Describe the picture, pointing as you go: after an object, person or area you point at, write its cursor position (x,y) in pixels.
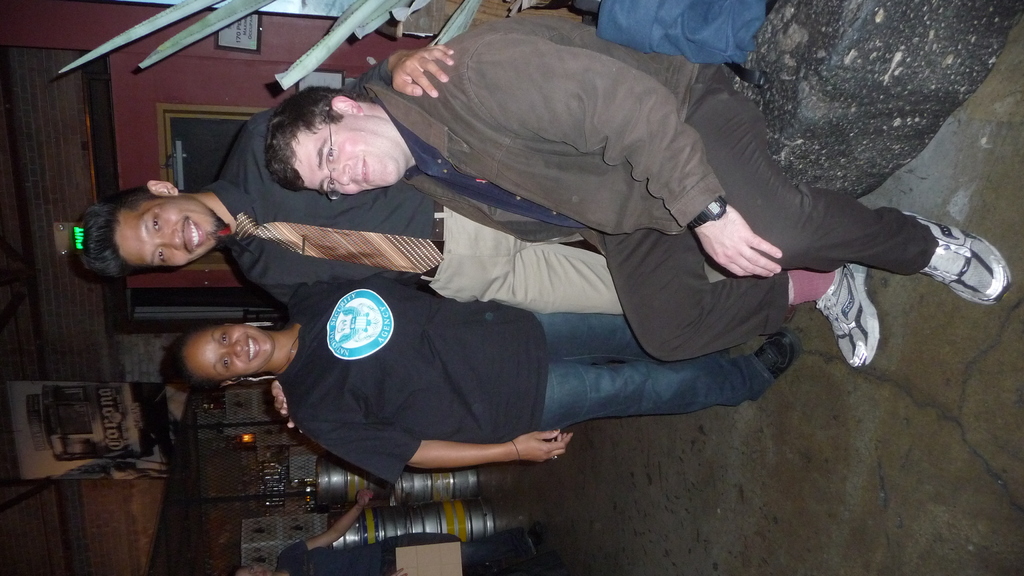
This image consists of persons (518,382) standing and sitting. The man (630,265) in the front (651,142) is sitting on a rock (790,127) and smiling and the persons (348,238) behind the man (536,136) is standing and smiling. In the background (100,410) there are banners (92,400) with some text (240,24) written on it and there is a wall (160,96) which is red in colour. On the wall (213,63) there are frames (245,47). At that bottom in the center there are equipments (393,510) and there is a fences (275,515).
